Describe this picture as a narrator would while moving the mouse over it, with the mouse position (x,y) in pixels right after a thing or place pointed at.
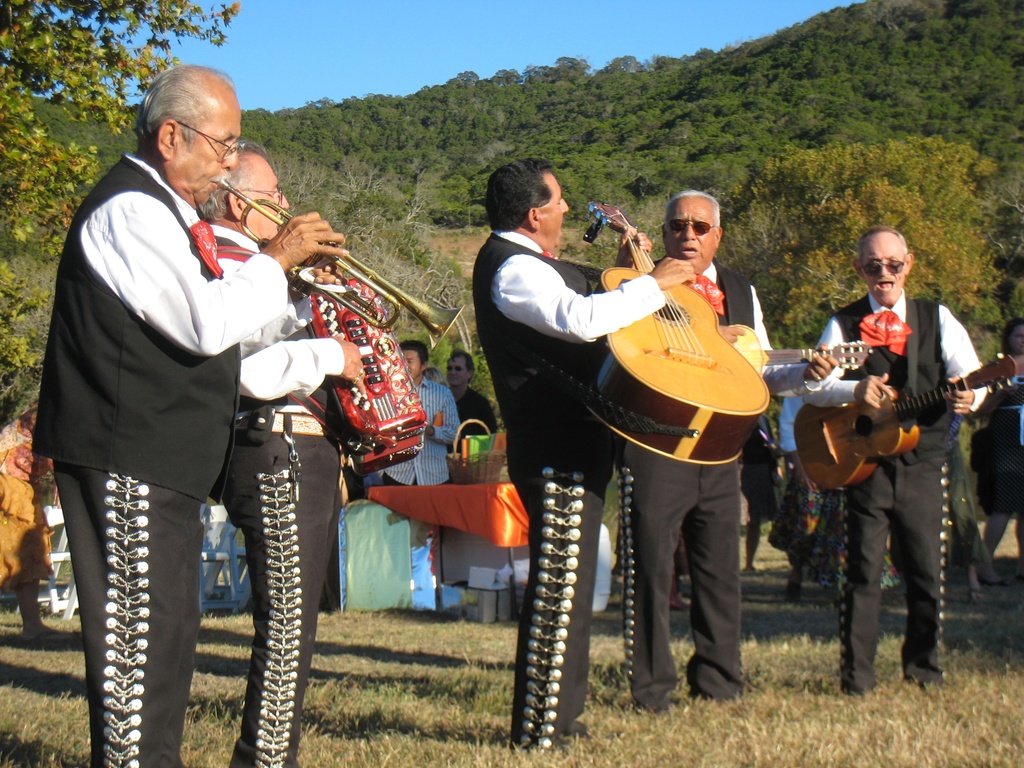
In this picture we can see some people (583,324) are standing and playing guitar (679,401), accordion (377,367) and musical instruments (381,326) and back of them they are some people (426,476) Standing and listening the music in front of them there is a table (470,505) and some bags (399,514). background of the picture (616,123) we can see so many trees (443,140) and sky (386,10).
